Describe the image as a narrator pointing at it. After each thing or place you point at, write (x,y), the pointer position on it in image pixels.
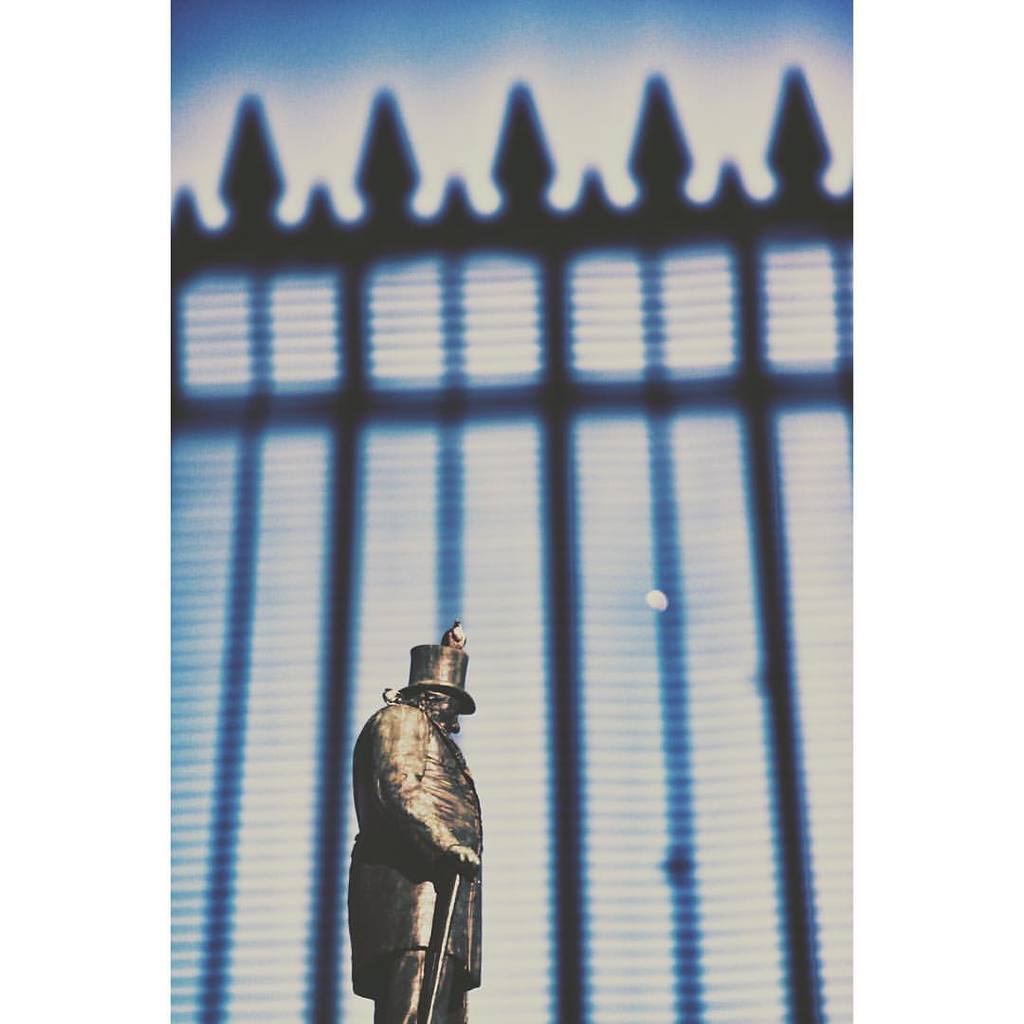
In this image there is a statue (412,893). In the background (428,430) there is a wall like structure (551,388).
